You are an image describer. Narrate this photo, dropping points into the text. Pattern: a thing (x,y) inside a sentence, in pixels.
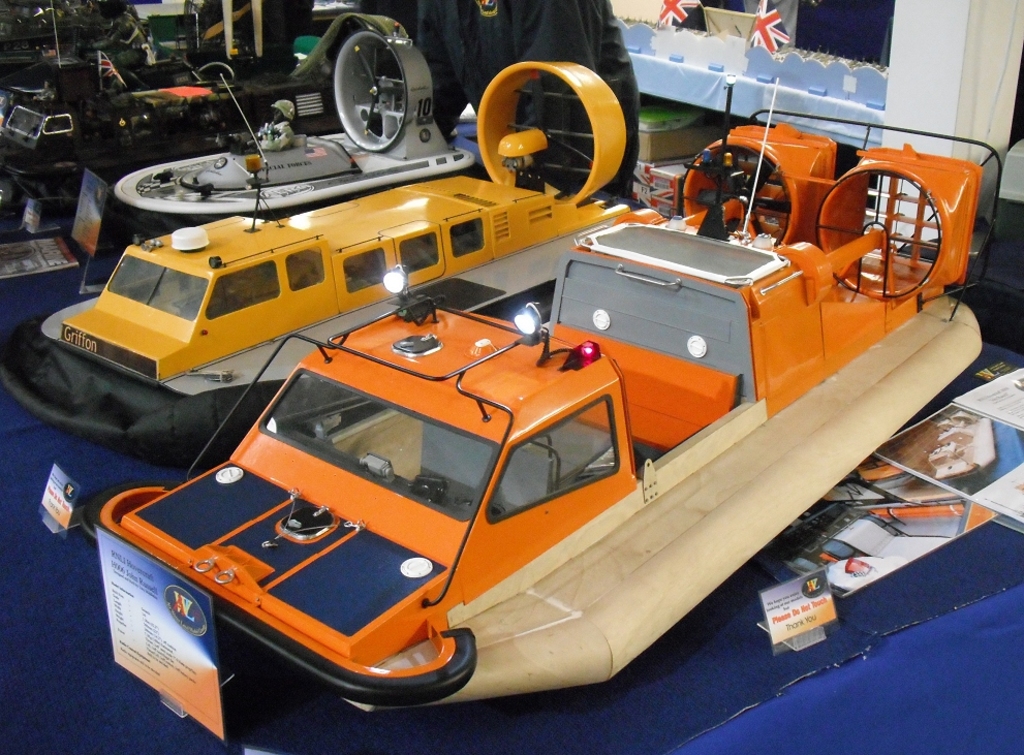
In this image we can see small boats (385,589), posters (869,542), boards (99,223) on a stand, book (2,255) are on a platform (186,734). In the background (837,103) there are few persons (457,35), flags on a platform (770,88) and other objects (44,64).
